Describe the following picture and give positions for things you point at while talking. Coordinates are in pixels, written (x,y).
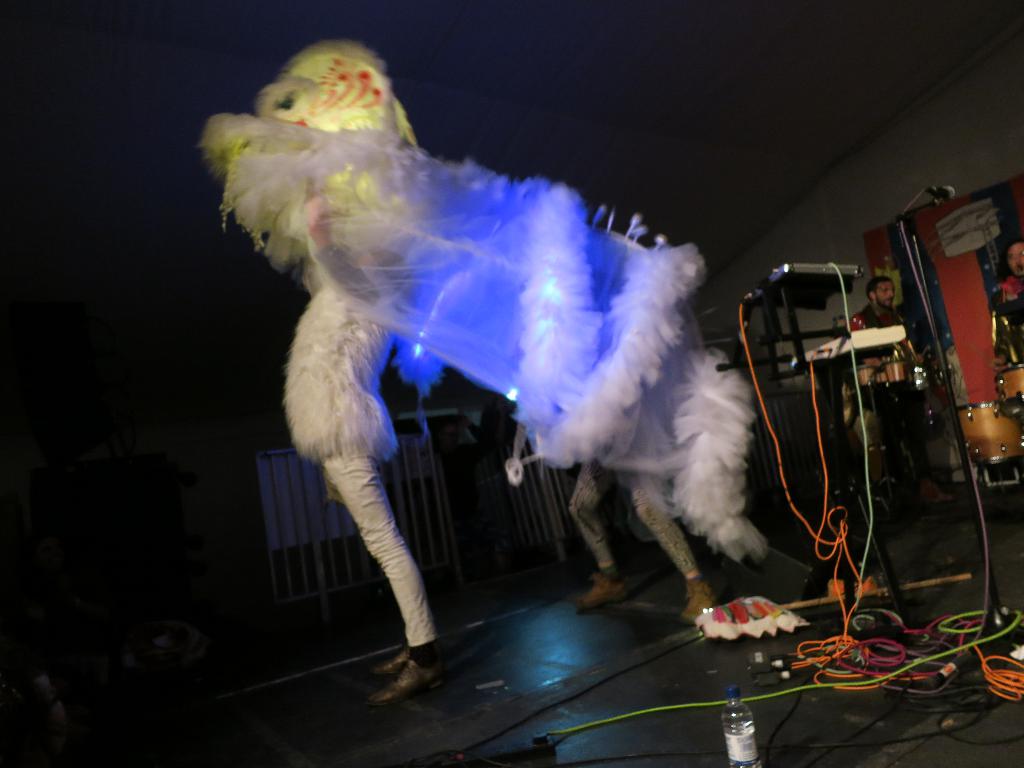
In this image i can see 2 persons (396,544) on the stage (584,574) wearing a colorful costume (471,326). In the background (992,143) i can see few wires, a bottle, a person (929,498) standing in front of musical instruments (854,336), the wall (972,156), the microphone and the ceiling (769,100).
